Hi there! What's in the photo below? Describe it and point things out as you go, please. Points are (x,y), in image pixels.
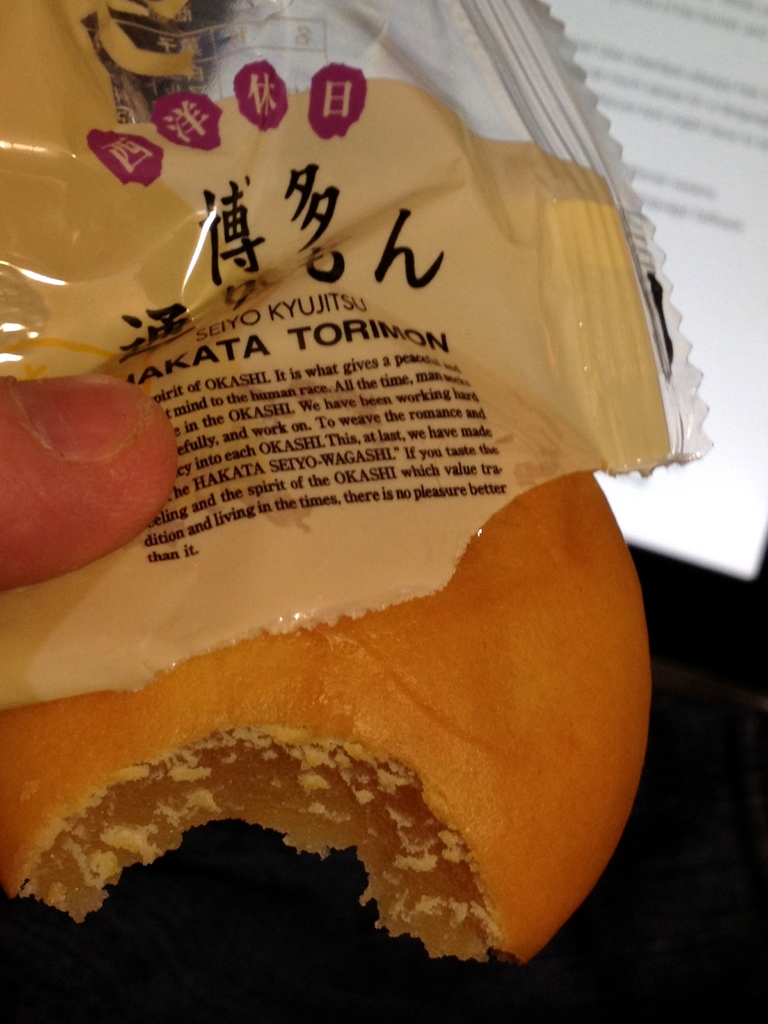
In this image, we can see a food item (474,686). We can see a cover (142,318). We can see the finger (63,494) of a person (52,494). We can see the screen (723,463) with some text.
